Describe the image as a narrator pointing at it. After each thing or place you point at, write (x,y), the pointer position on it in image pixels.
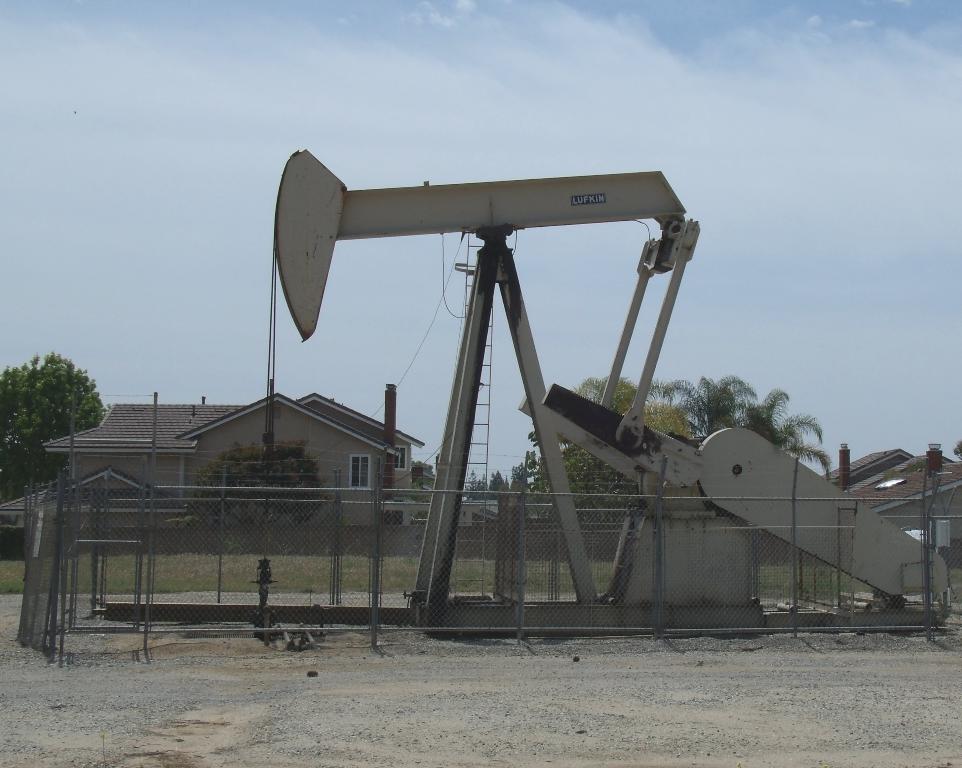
in this image we can see a white color machine (697,516) which looks like a crane (633,544) and there is a fence (600,557), in the background (76,414) there are few trees (76,414), house (284,435) and sky (213,397).
